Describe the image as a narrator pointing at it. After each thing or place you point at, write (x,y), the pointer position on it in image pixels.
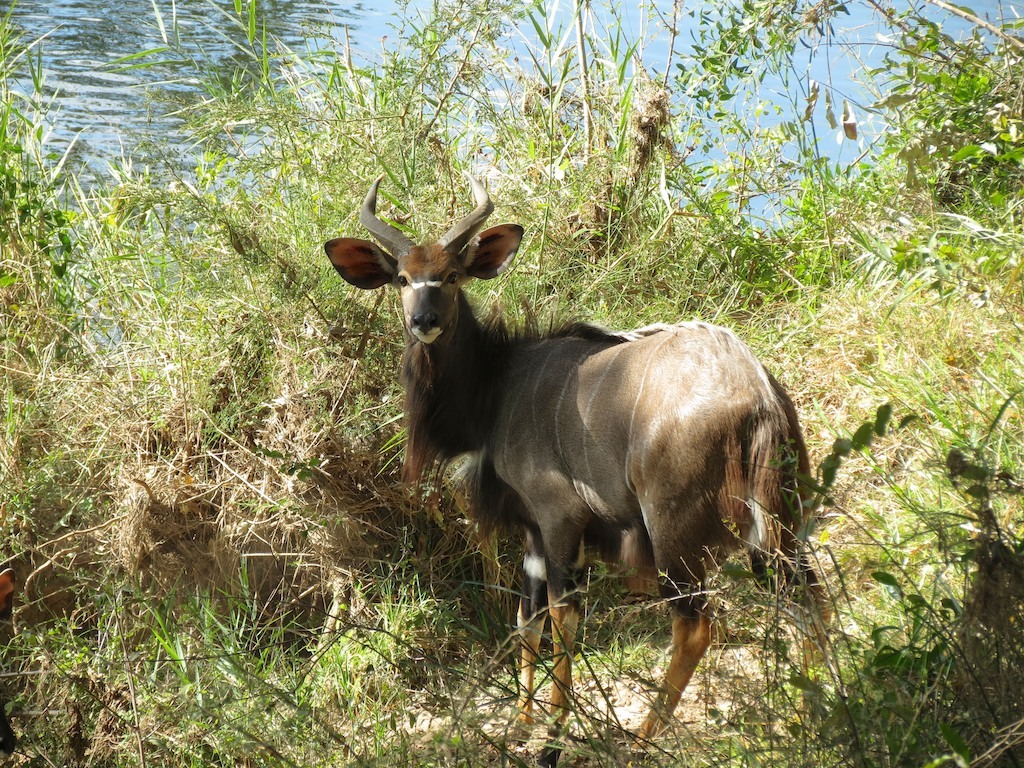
In this image there is an animal (626,470) standing on the surface (512,309) of the grass (758,596). In the background (372,56) there is a river (145,99).
